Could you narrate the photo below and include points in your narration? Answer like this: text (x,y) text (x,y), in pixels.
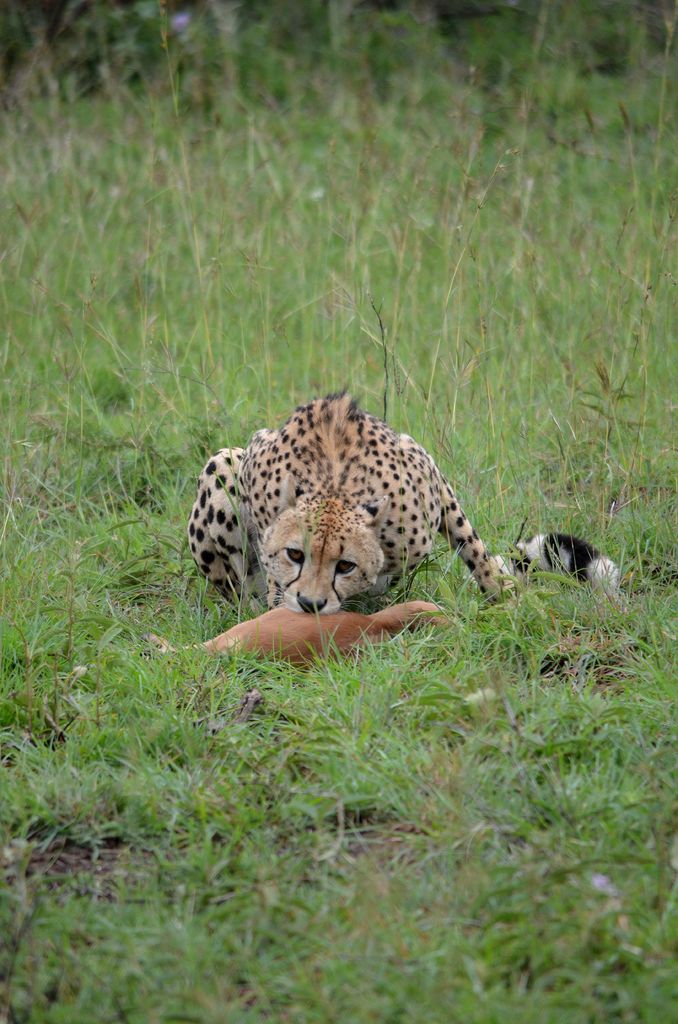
In the image there is a cheetah (335,523) eating a deer (242,632) on the grassland (242,340).
